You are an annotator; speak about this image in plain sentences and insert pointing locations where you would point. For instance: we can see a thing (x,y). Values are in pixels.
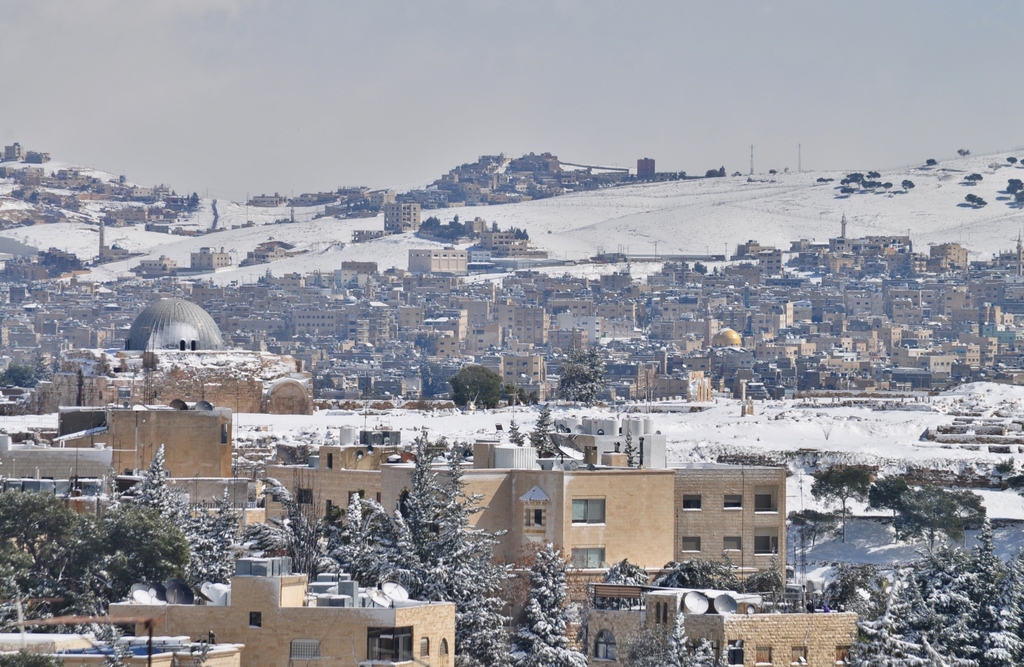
In this image, I can see the view of a city (261,324) with the buildings (558,341) and houses (498,502). This is a kind of a spire (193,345). I can see the trees (218,531), which are partially covered with the snow (441,570). This looks like a snow mountain (804,215). Here is the sky (514,71).
